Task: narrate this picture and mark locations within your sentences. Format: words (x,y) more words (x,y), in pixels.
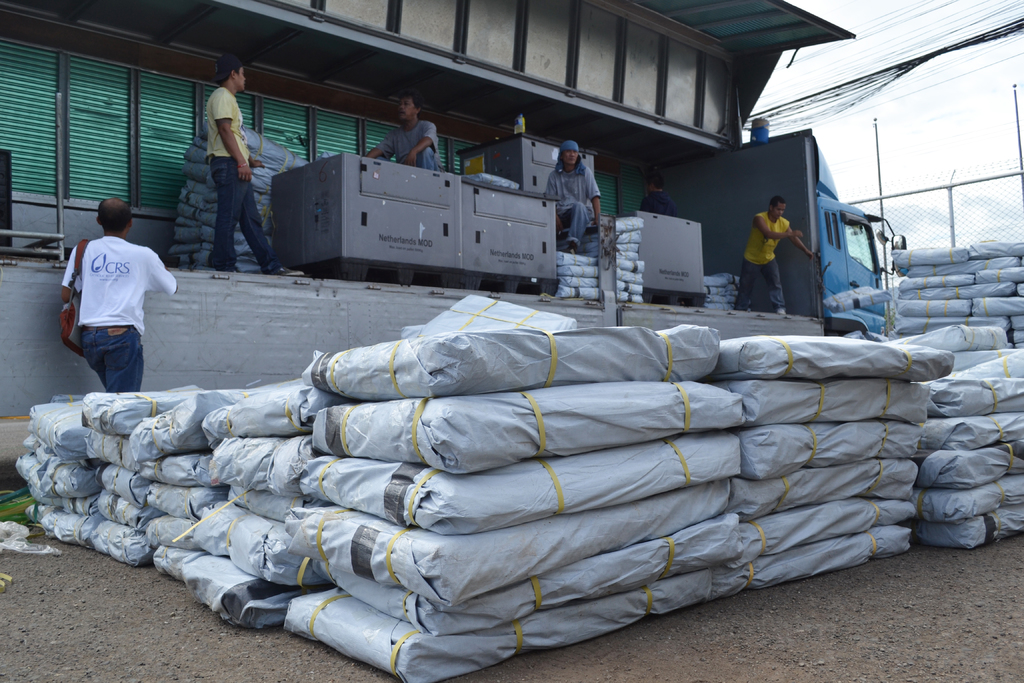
There are few people (770,262) standing. This looks like a truck (839,256). I think these are the objects (464,235) on the truck (354,291). I can see few objects (474,480), which are packed and arranged one on the other. This looks like a fence (946,231). Here is a person (581,232) sitting.
